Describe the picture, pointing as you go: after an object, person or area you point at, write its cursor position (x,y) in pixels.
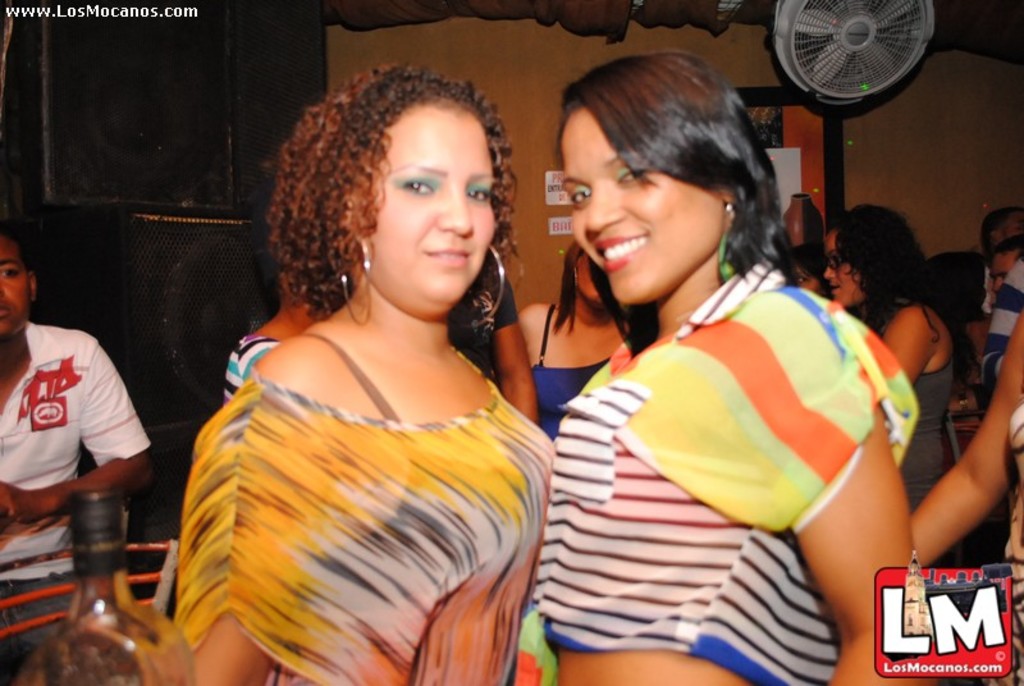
In this image we can see a group of people (743,487) standing on the floor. On the left side of the image (117,663) we can see a bottle (124,651), group of speakers (178,394) and a chair (132,574). In the background of the image (794,163) we can see a photo frame (807,163) on the wall (545,210) and a board (556,185) with some text (557,222). At the top of the image (869,22) we can see curtain (760,9) and a fan (816,25). In the top left corner of the image (108,10) we can see some text (85,13).
